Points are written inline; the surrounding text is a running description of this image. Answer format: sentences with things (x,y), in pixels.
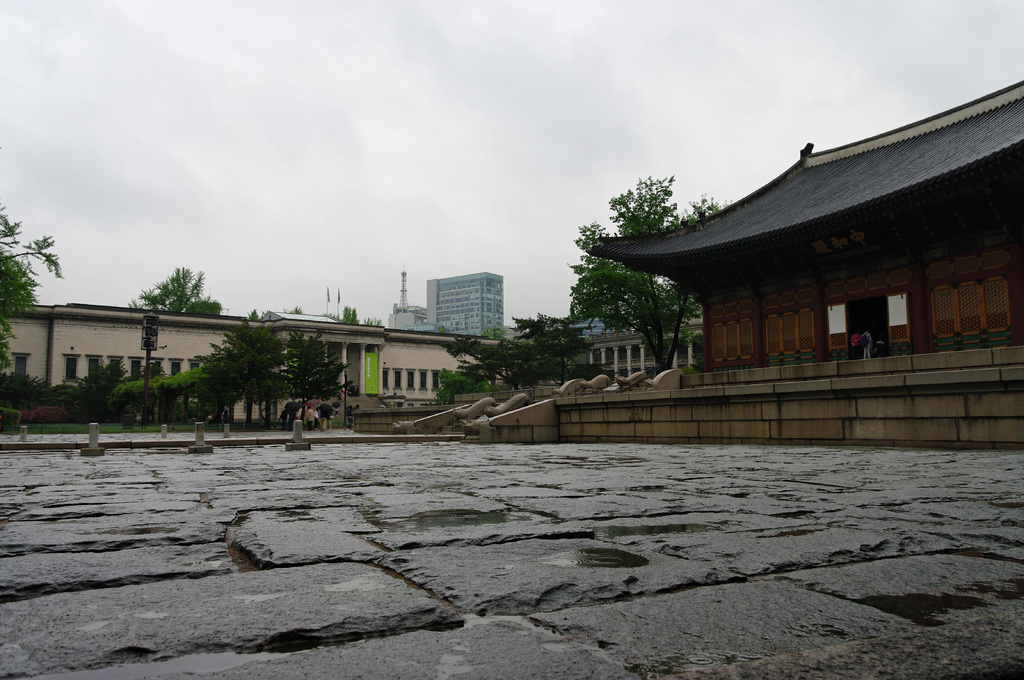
In this image I can see houses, buildings (441,304), fence (381,427), trees (249,350), light poles (147,357), group of people (312,412) on the road (277,457), towers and the sky (511,85). This image is taken may be during a day.
